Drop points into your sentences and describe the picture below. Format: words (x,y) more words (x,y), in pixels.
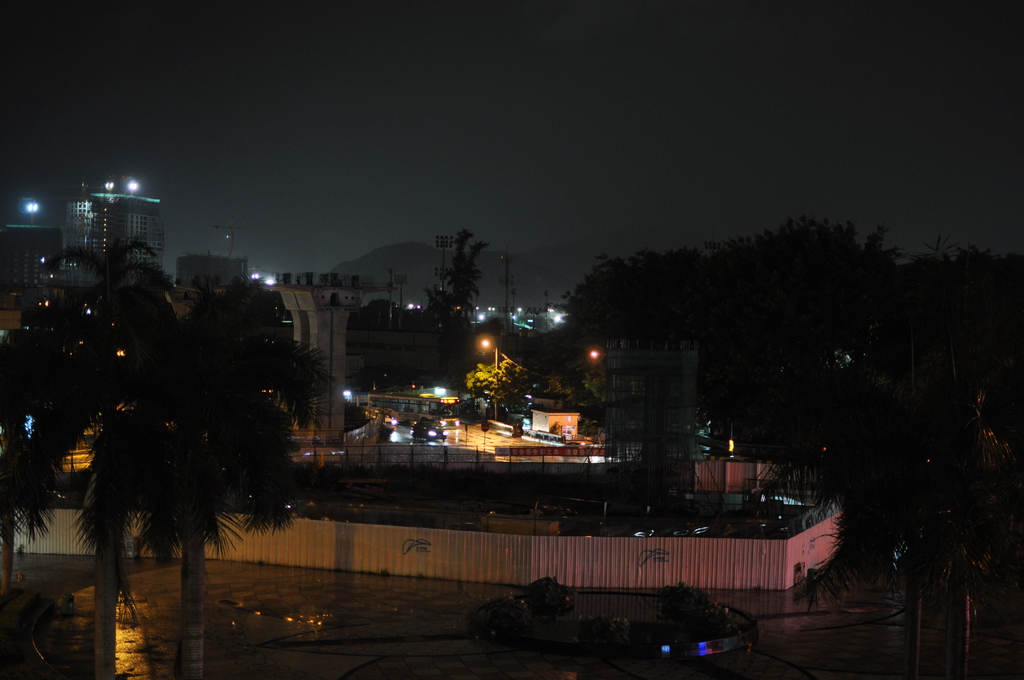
In the image we can see there are buildings (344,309) and there are trees (940,452) and there are buildings (627,368). There is iron sheet fencing (771,568) around the ground (441,509) and there is a clear sky (438,193). The image is dark.
